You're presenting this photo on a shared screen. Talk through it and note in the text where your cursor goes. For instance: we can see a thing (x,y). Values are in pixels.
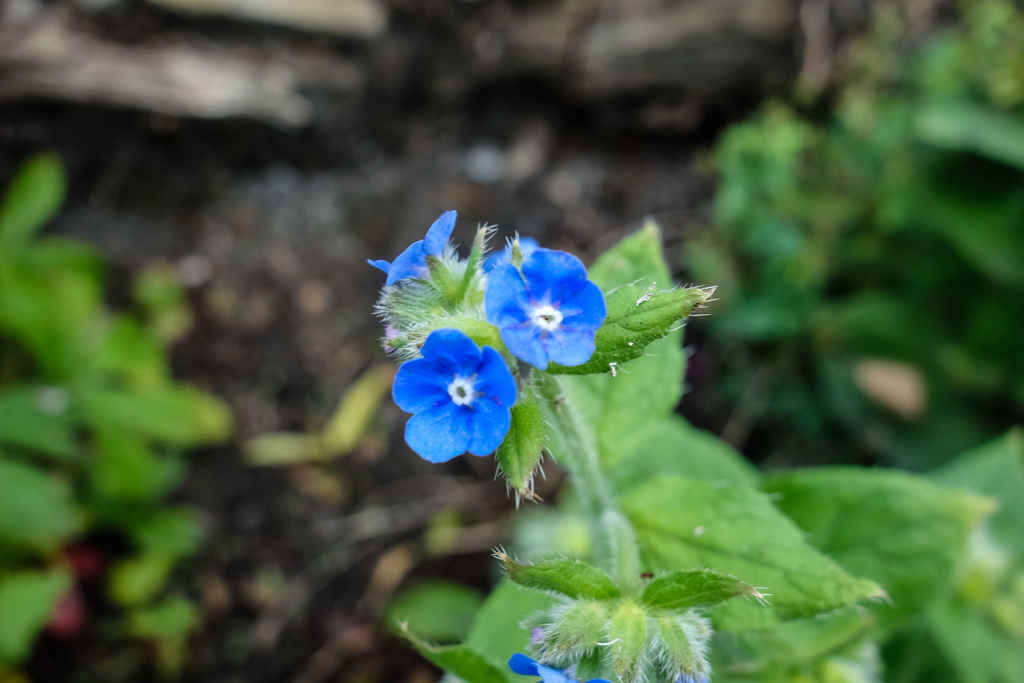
In this image there are flowers (538,634) and plants (483,319) and the background (353,172) is blurry.
